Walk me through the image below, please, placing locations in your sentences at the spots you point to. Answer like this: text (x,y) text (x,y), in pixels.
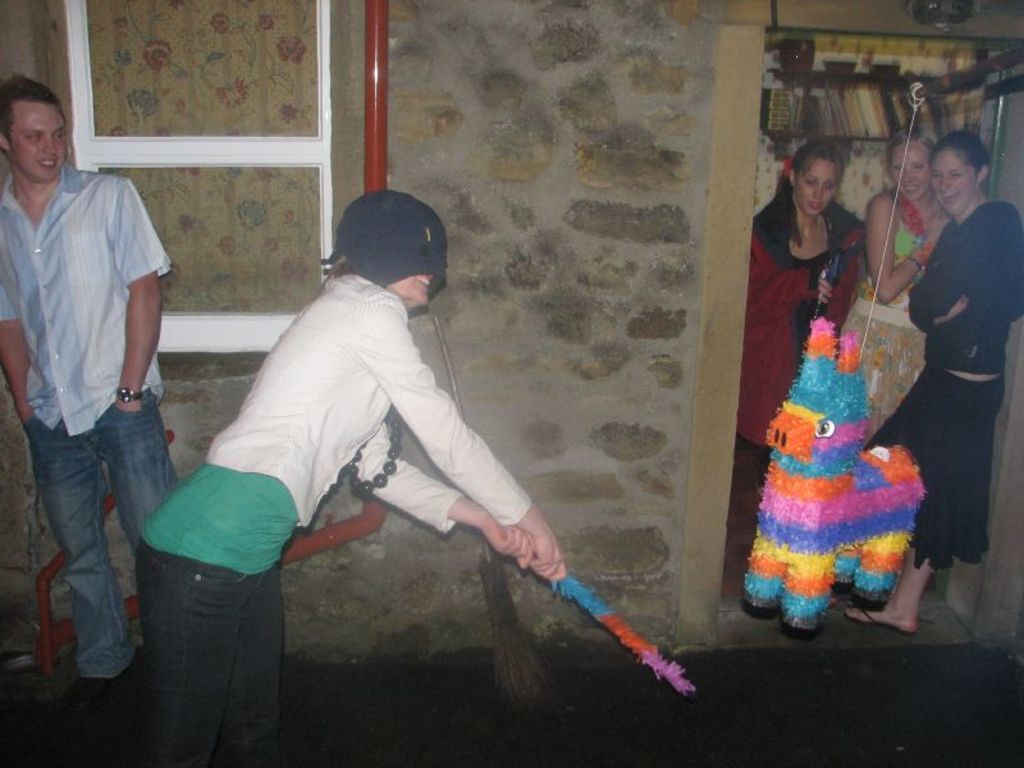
In this image there are persons (358,304) standing and smiling, there is a wall (404,123) and on the wall (362,135) there is a pipe (385,132) which is red in colour. On the right side (860,109) in the background (860,101) there are books (882,101) in the shelf (877,101) and there is a colourful object (828,486) in front of the women (905,345) and there is broom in front of the wall (220,415). In the front (280,418) there is a person (300,435) standing and holding colourful object (566,581) in hand (551,570) and smiling.
